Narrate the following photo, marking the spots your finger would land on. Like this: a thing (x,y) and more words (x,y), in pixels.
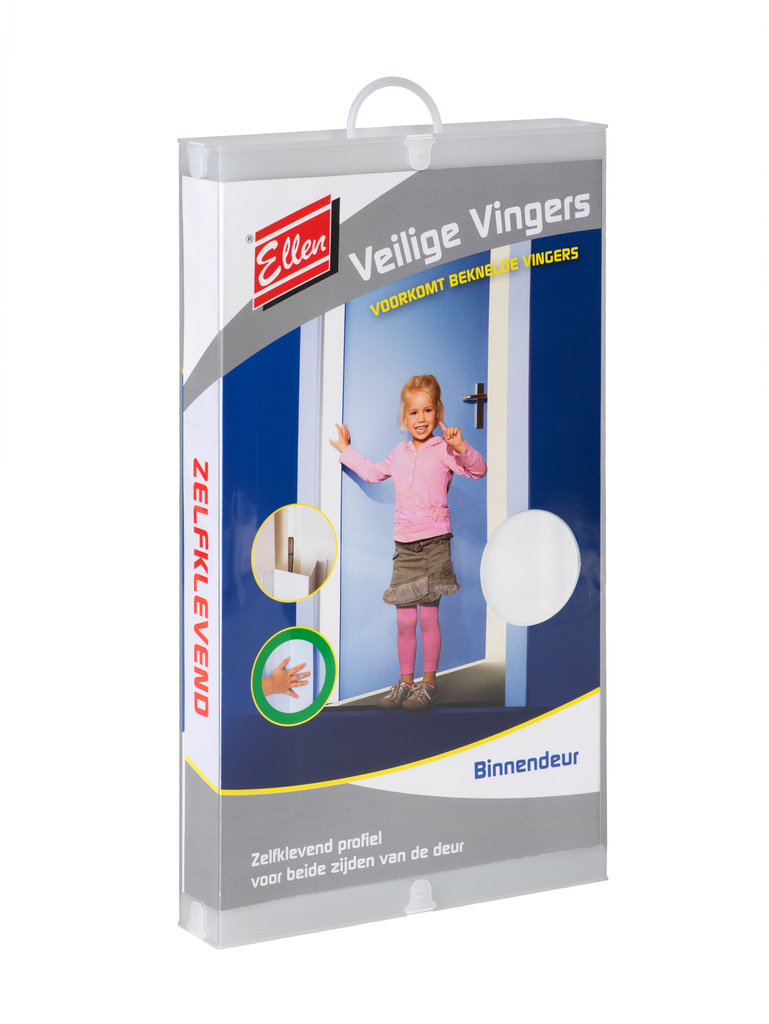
In the center of the image (397,497) we can see a bag (401,375).
